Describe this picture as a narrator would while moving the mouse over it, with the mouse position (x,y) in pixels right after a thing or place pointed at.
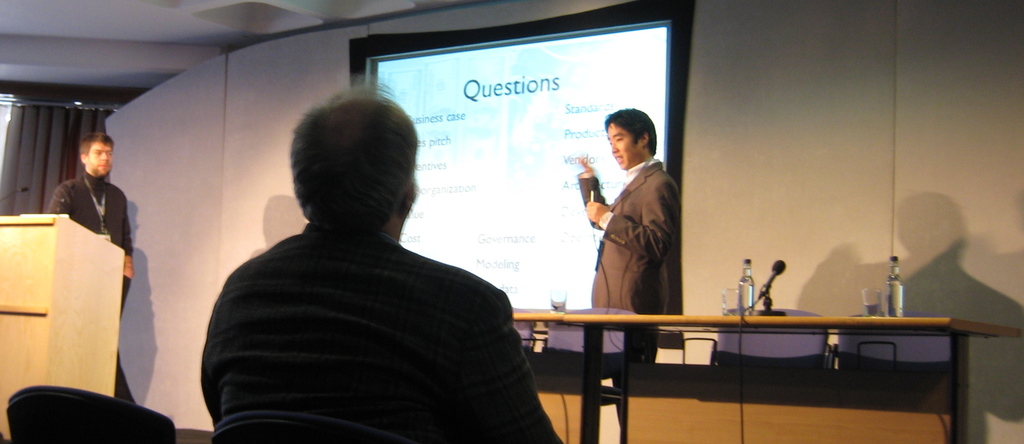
This person (638,254) is standing and holding a mic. A screen (472,201) is attached to a wall (778,107). On this table (711,326) there are bottles (751,307), glasses (880,304) and mic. This are chairs (571,334). This person (430,395) is sitting on a chair (381,434). This person (73,206) is standing. In-front of this person (95,152) there is a podium (65,242) with mic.
